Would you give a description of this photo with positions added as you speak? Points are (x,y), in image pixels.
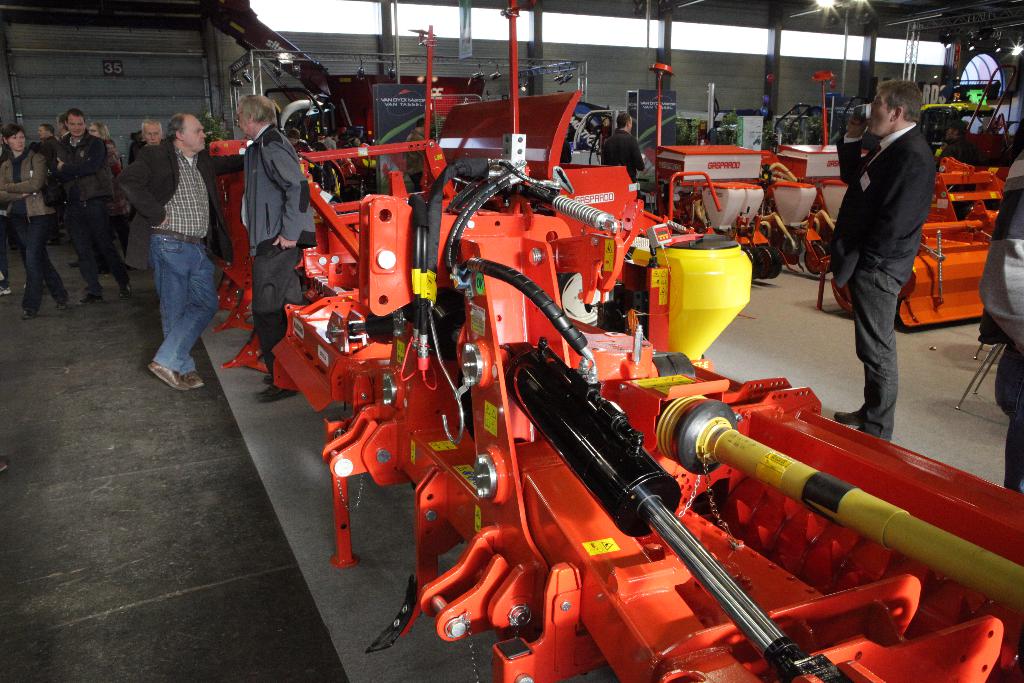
In this picture we can see a group of people (113,158) where some are standing and some are walking and beside to them we can see machines (554,138) and in the background (732,77) we can see lights (825,2), wall (819,21).
